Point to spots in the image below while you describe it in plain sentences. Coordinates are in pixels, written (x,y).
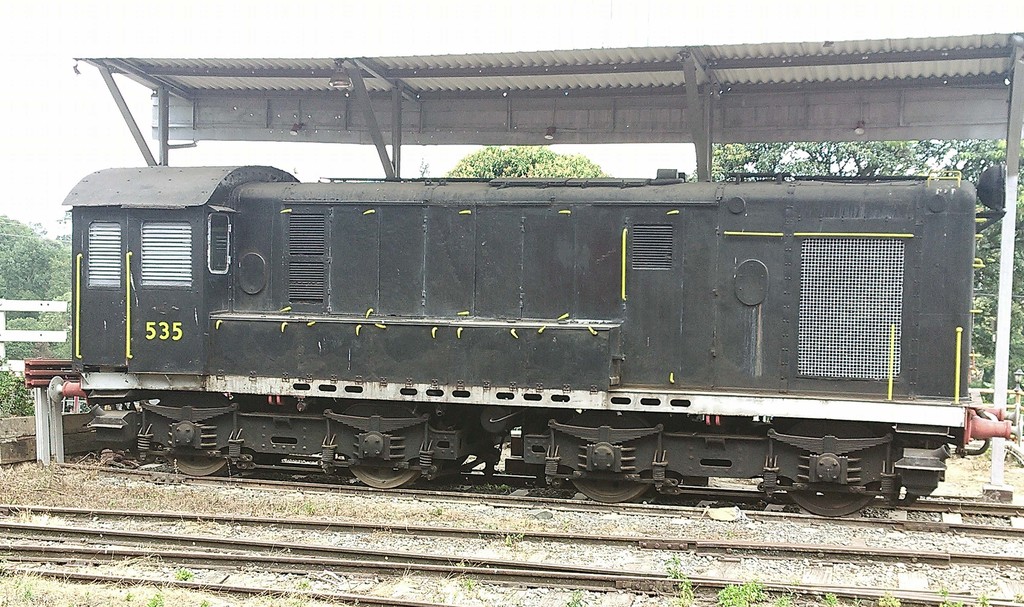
In the foreground (316,227) I can see a train engine (320,243) on the track (754,497). In the background (516,93) I can see a platform (835,80), trees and the sky (156,43). This image is taken may be during a day.
